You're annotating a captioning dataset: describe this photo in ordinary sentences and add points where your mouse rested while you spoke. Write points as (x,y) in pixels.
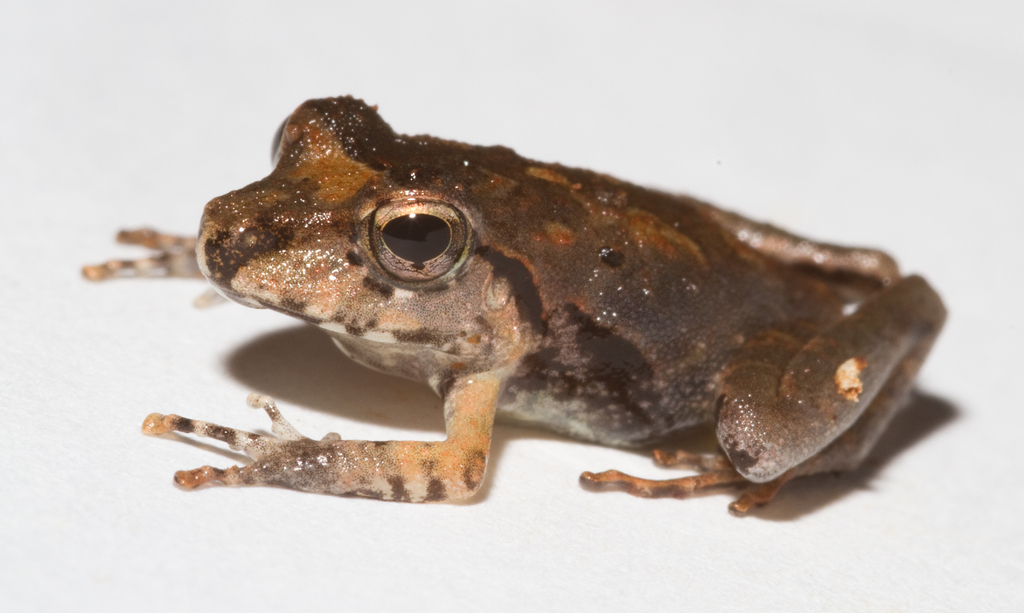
In this image, I can see a frog (323,316). The background (35,125) looks white in color.
